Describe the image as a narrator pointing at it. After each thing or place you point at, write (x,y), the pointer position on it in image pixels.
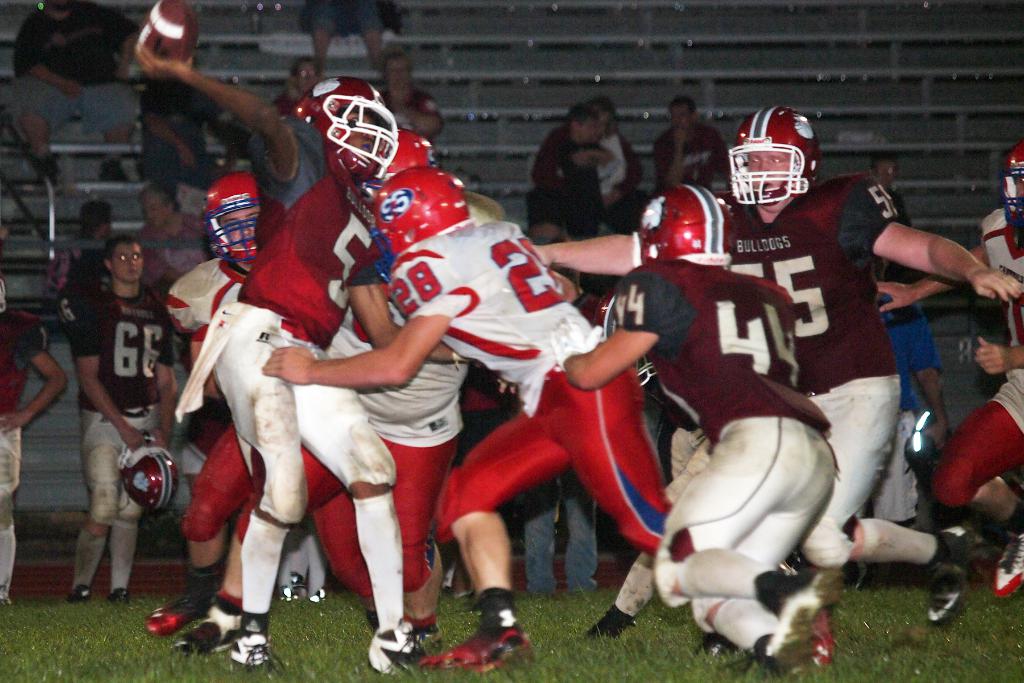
The picture is taken during night time. In the foreground of the picture (367,530) we can see people (438,439) playing football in a grass court (364,627). In the background (492,138) there are benches (600,90), audience (684,123) and people (547,147).
